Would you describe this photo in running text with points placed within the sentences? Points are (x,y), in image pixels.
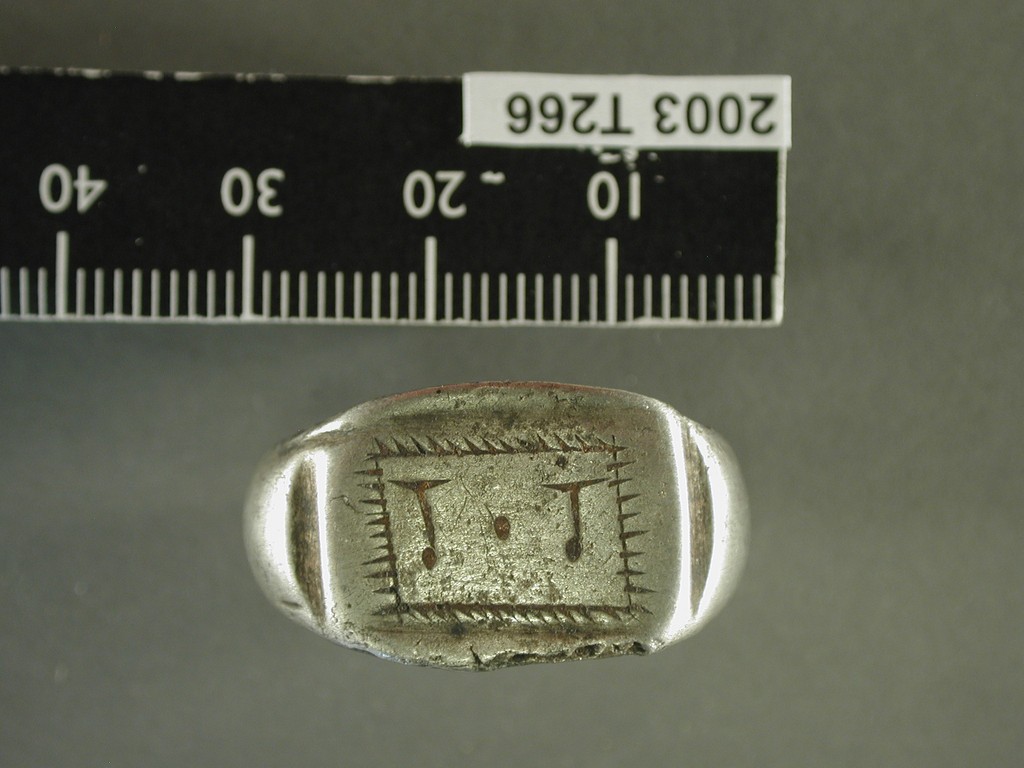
In this picture we can see a scale (338,149) on a platform (538,761).
